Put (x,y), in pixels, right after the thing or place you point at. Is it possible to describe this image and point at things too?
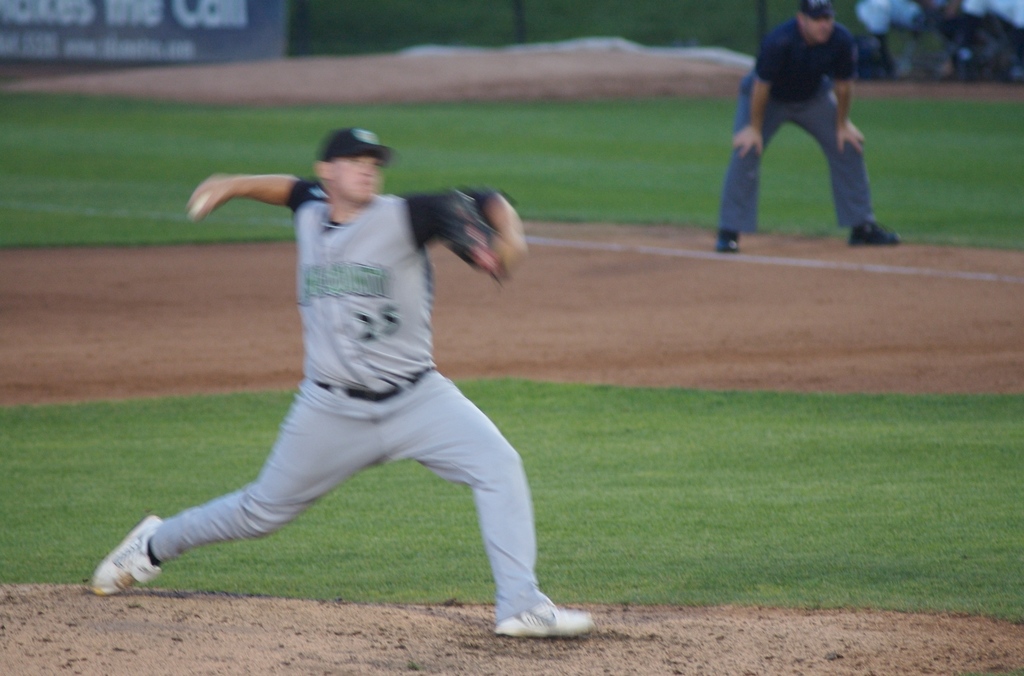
In the middle of the image (364,333) there is a man (369,230) with grey dress (387,226), white shoes (100,569) and black cap (350,146) on his head (357,177) is standing on the ground (235,596). Behind him to the right top corner (820,29) there is a man (785,70) with black t-shirt (790,66), grey pant (818,108) and black shoes (727,238) is standing. They are standing on the baseball ground (815,259). To the top left corner of the image (258,32) there is a blue color poster (159,32).
